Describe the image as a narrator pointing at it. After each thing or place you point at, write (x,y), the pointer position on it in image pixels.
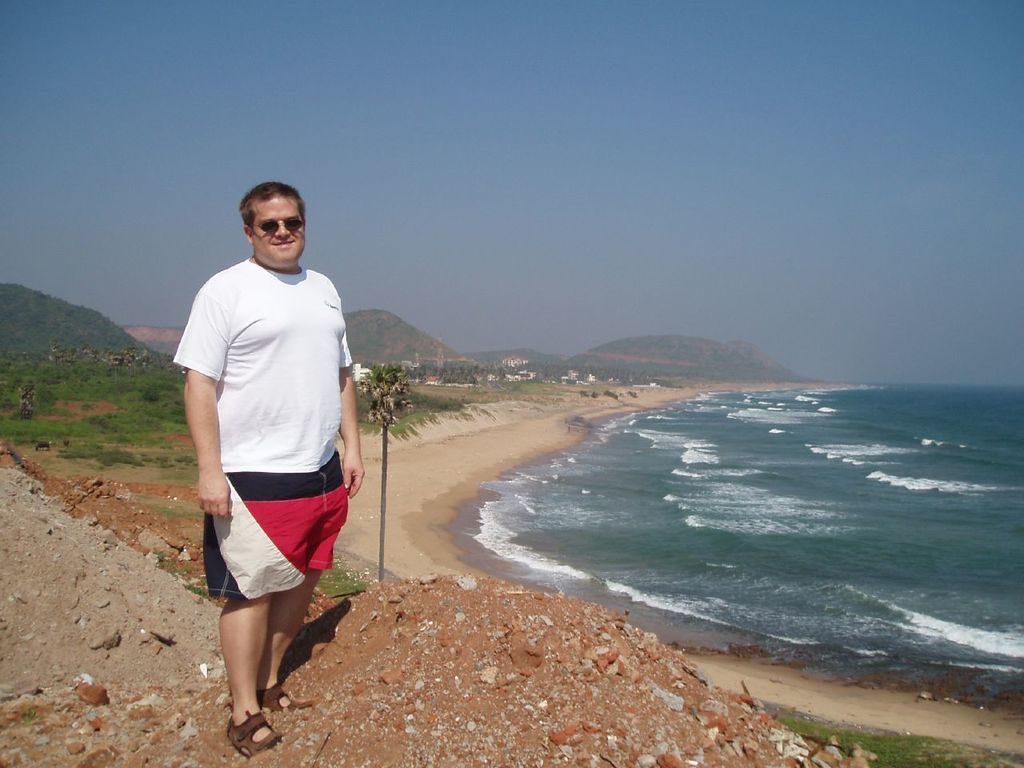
In the front of the image (229,685) there is a person (230,388), sand (141,604), rocks (526,683) and grass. Person (309,391) wore goggles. In the background of the image (632,351) there are trees (53,353), hills (149,331), grass (174,376), water (707,478) and sky (557,238).
